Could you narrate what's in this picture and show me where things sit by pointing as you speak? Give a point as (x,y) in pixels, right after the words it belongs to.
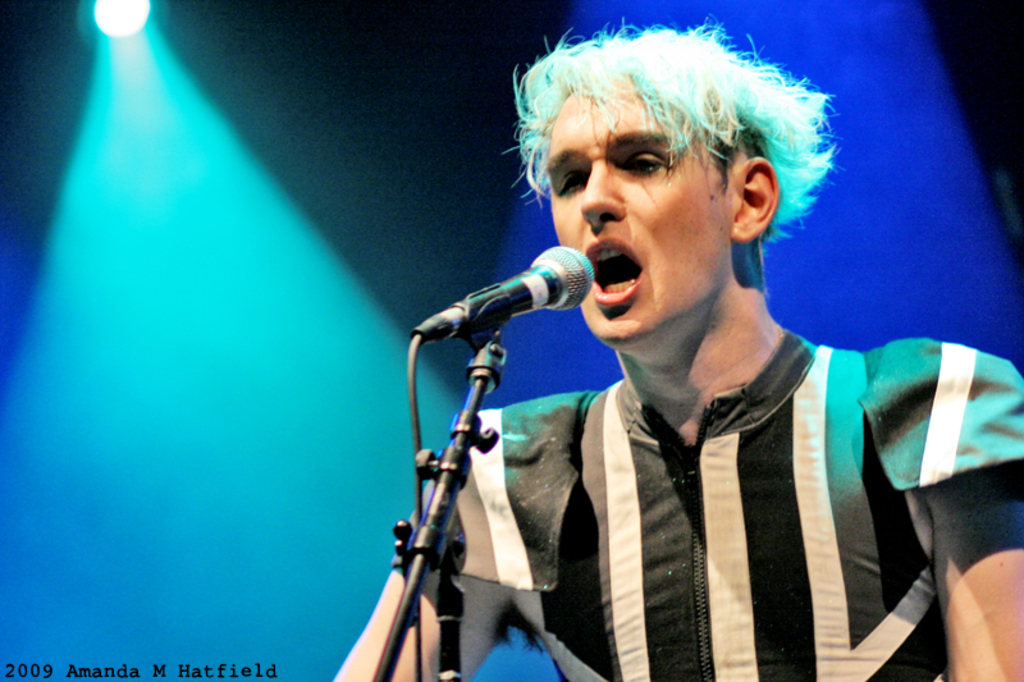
In this picture there is a person (721,476) standing and singing. There is a microphone (492,291) on the stand (427,549). At the top (146,91) there are lights (178,97). In the bottom left (100,668) there is a text (75,674).
